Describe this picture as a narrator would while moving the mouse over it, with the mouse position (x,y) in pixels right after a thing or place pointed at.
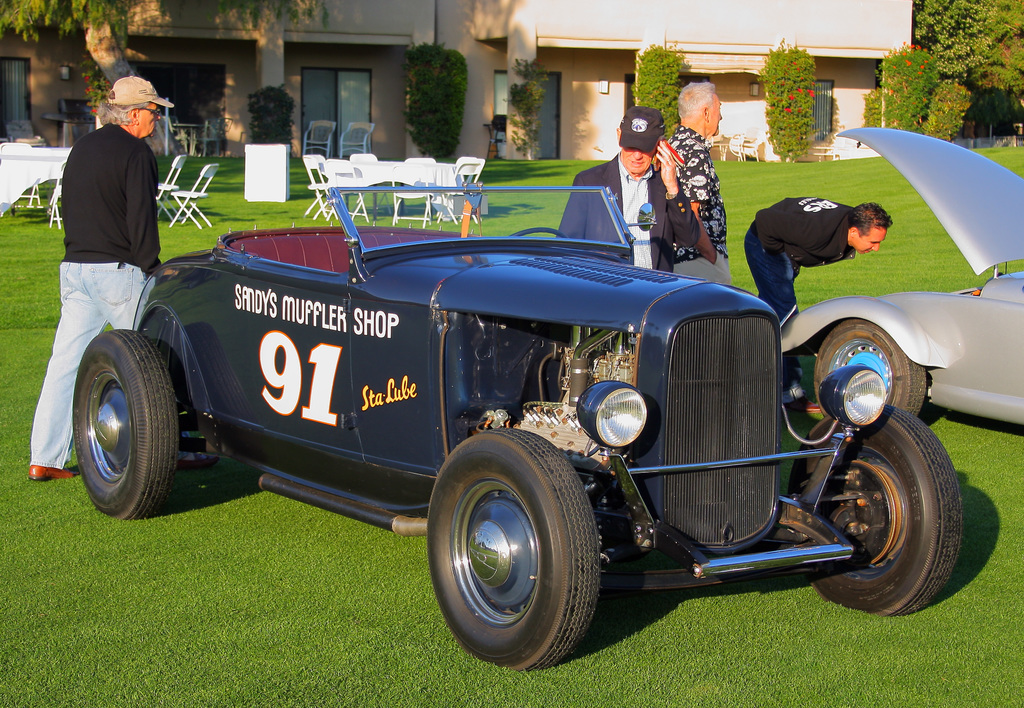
In this picture I can observe a car (386,304) on the ground (305,561) in the middle of the picture (549,317). This car (512,326) is in black color. I can observe some people (689,172) behind the car (178,268). In the background (342,181) there are tables (368,174) and chairs (348,163). I can observe some plants (650,95), trees (963,40) and a building (465,36).
